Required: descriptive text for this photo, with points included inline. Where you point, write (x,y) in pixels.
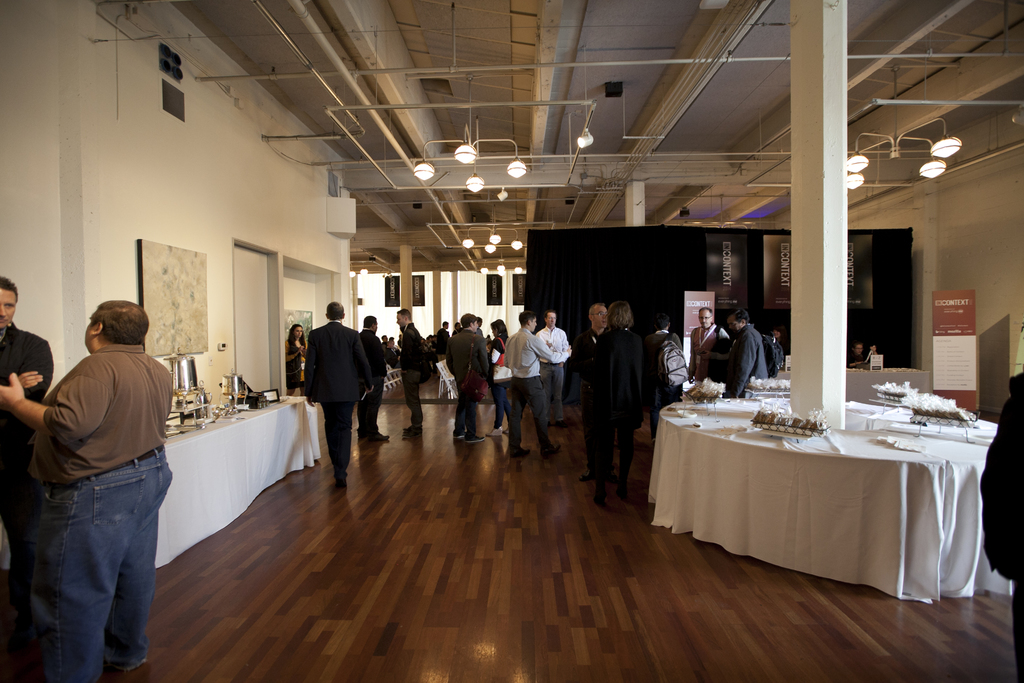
In the given image we can see many people (461,345) standing and there is a table (813,443) where the objects (186,416) are kept. This is a pillar (799,155).
